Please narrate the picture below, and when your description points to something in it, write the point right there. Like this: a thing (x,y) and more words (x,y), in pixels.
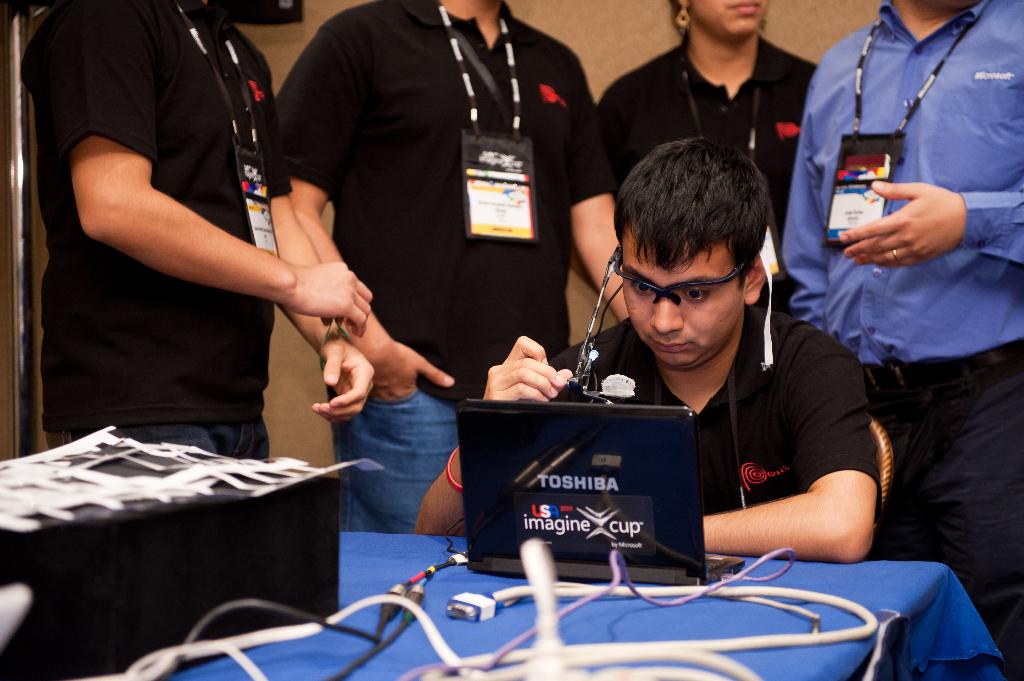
In this picture we can see an object (70,533), laptop (585,433), wires (635,646), blue cloth (675,628) on a table (444,570) and beside this table (851,641) we can see a man (811,429) sitting on a chair (886,452) and four people (467,242) wore id cards (519,152) and standing and in the background (3,70) we can see a rod (11,42), wall (4,322).
